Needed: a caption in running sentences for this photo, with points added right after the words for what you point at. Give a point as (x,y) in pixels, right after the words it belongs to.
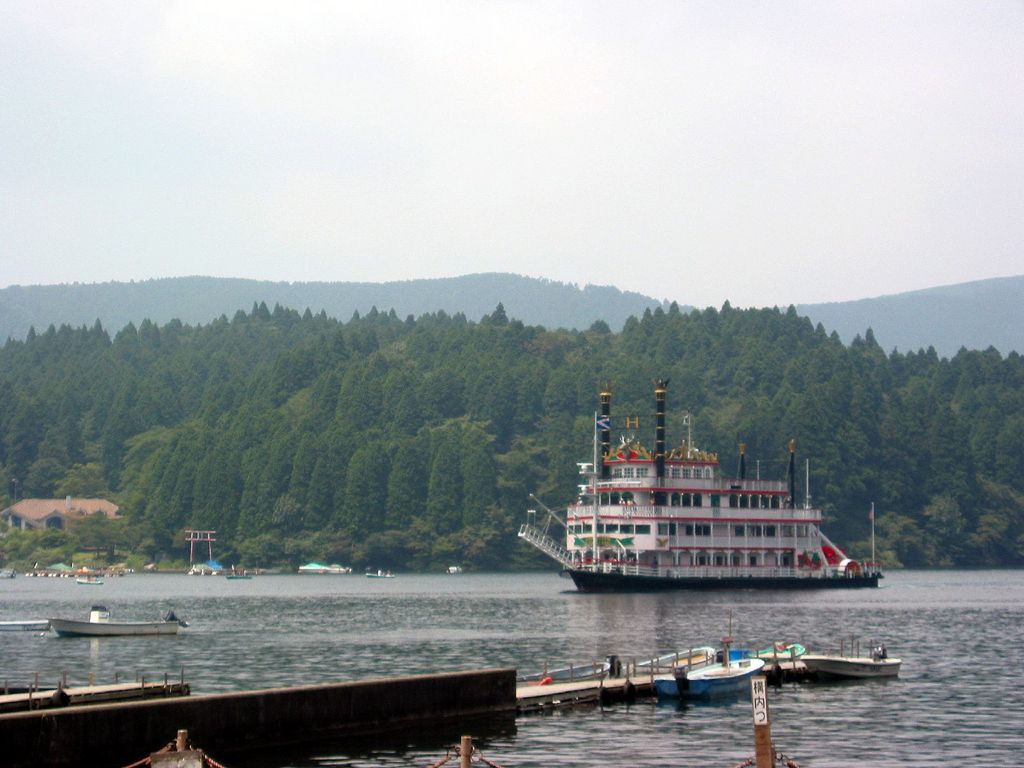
In this picture we can see boats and a ship (600,581) on the water (480,596), building (59,511), trees (143,462), mountains (897,315), some objects (83,569) and in the background (544,113) we can see the sky (413,51).
